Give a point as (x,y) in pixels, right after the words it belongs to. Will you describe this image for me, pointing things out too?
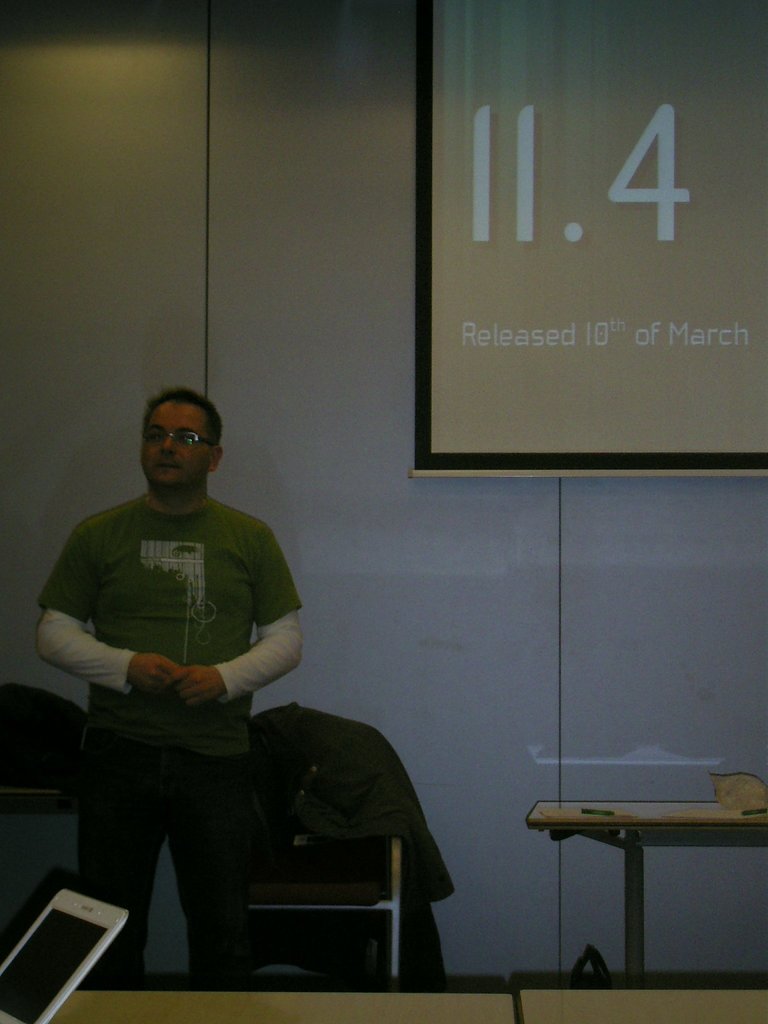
On the left (212,617) we can see one person (134,707) standing. In the bottom (648,1017) there is a table (123,999) and laptop (18,953). In the background (334,477) we can see wall (242,238), table (584,830), chair (349,877), jacket (344,777) etc.
